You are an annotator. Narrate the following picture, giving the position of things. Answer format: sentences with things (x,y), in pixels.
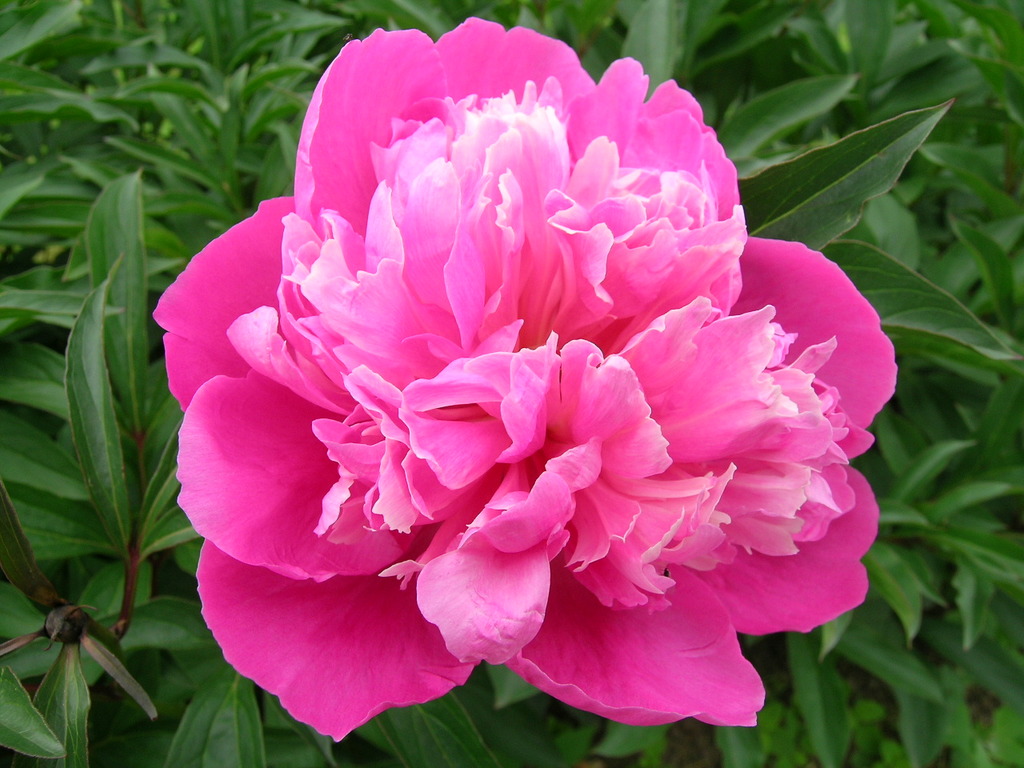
In the picture I can see the pink color flower (642,205) in the middle of the image (472,280) and I can see the green leaves (782,108).
